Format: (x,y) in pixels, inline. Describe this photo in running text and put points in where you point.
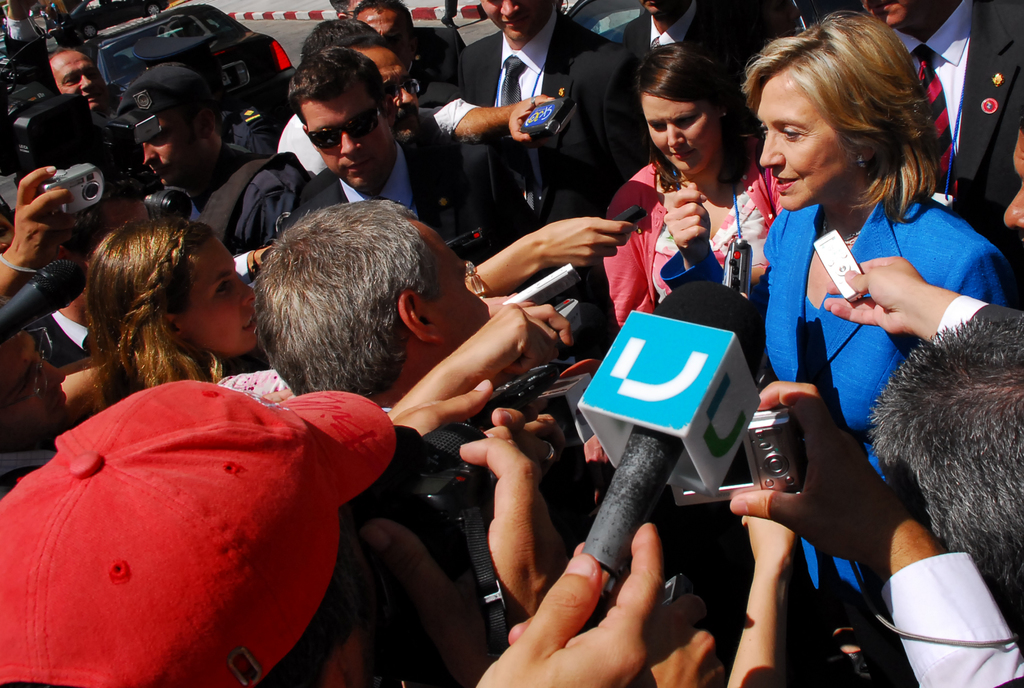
In this image there are two people (856,102). Around them there are a few other people (633,557) standing and they are holding the mikes (58,293), cameras (7,149). In the background of the image (255,88) there are cars (252,75) on the road (306,33).
